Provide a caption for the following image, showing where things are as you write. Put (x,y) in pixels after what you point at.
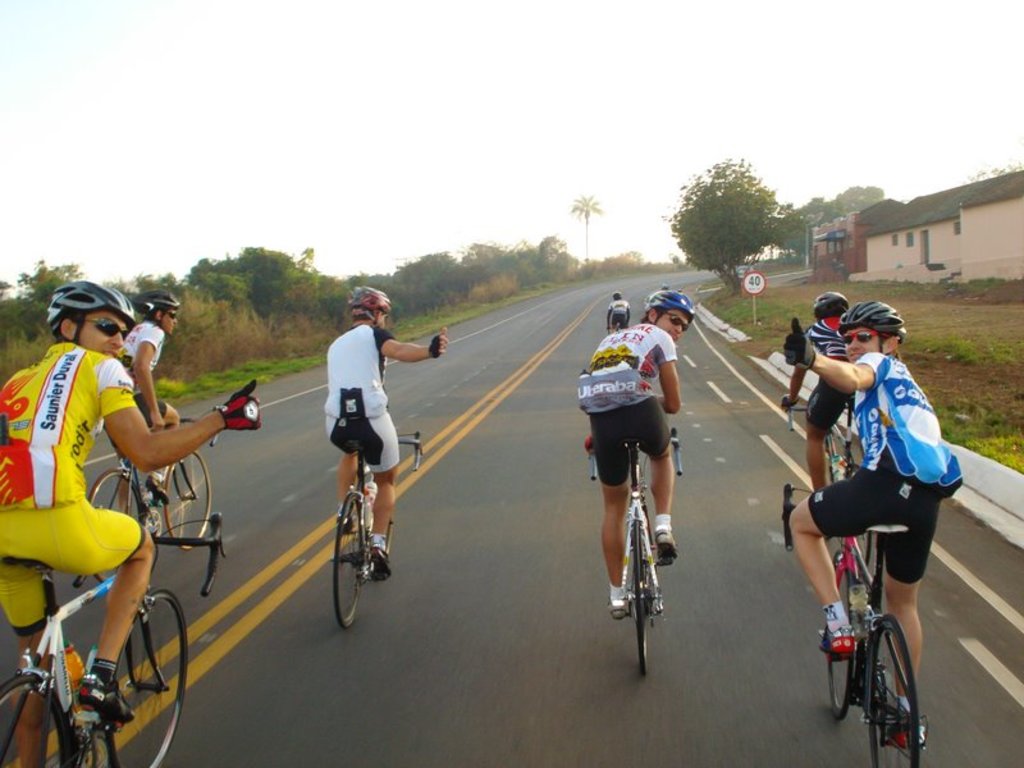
In the image there are many people (125,428) riding bicycles (861,700) on the road (557,497), all of them are wearing helmets (80,308) and gloves (237,415), there are trees (478,284) on either side of the road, on the right side (867,239) there are buildings (859,221) and above its sky (455,73).
